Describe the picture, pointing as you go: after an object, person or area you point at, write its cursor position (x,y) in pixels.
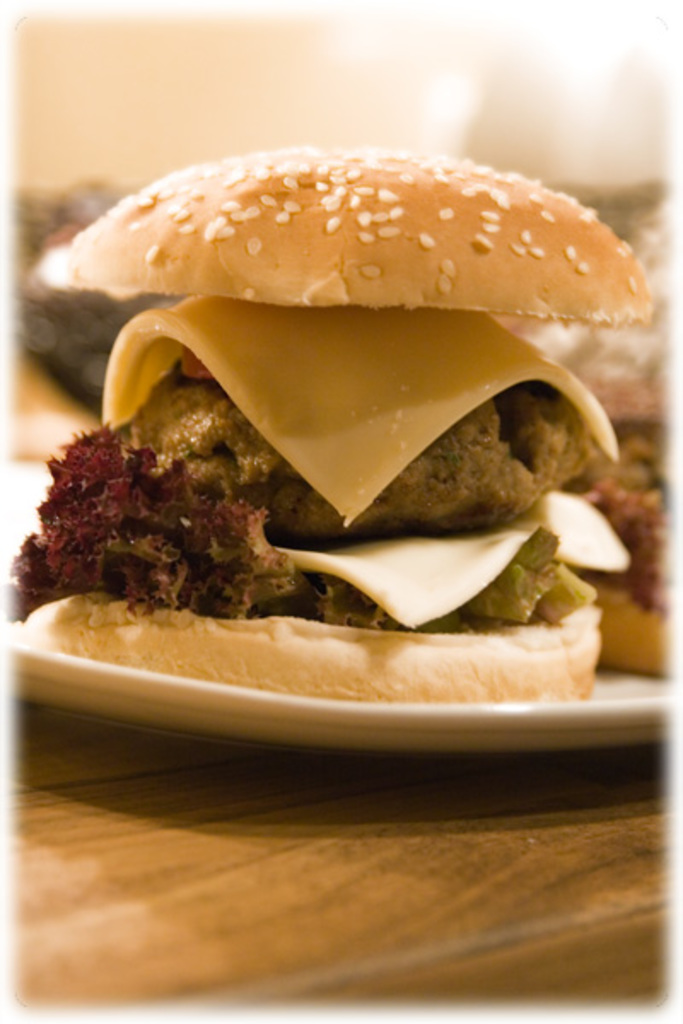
In this image, we can see a plate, in that plate (595,745) there is some food (367,205) kept.
